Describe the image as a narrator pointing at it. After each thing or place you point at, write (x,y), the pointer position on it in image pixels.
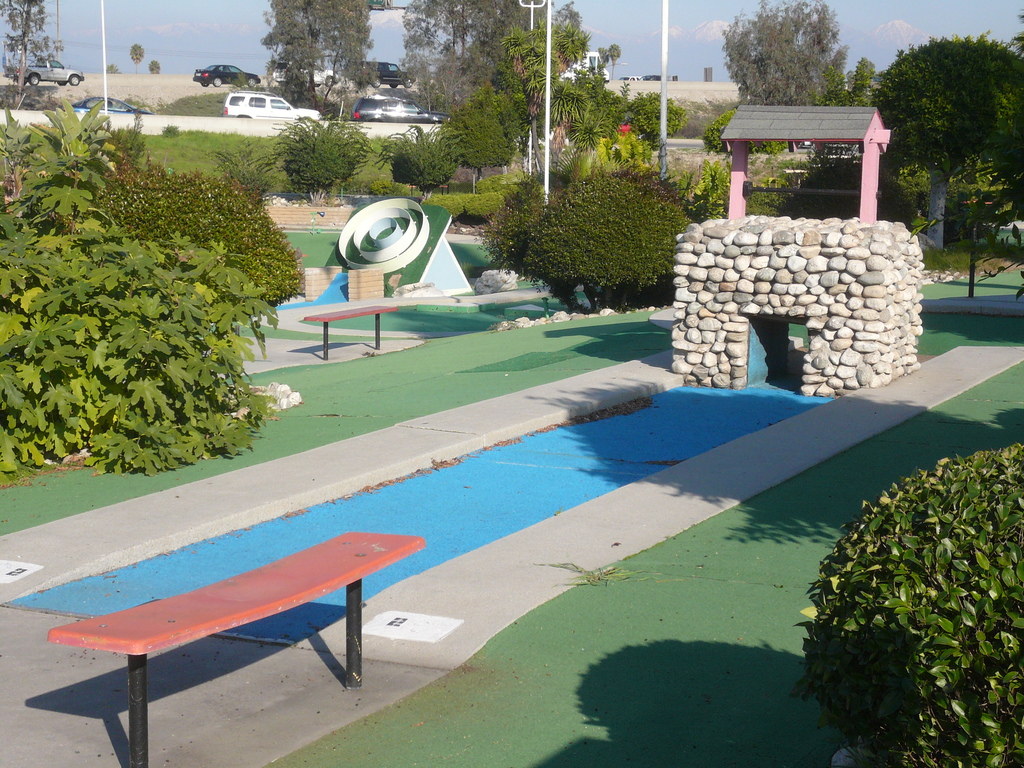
In this image I can see the ground (606,697), a bench (73,638), few plants (888,647) which are green in color, a structure (717,279) which is made up rocks (735,296), few trees (569,91) and few vehicles (410,114). In the background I can see the sky (836,19).
